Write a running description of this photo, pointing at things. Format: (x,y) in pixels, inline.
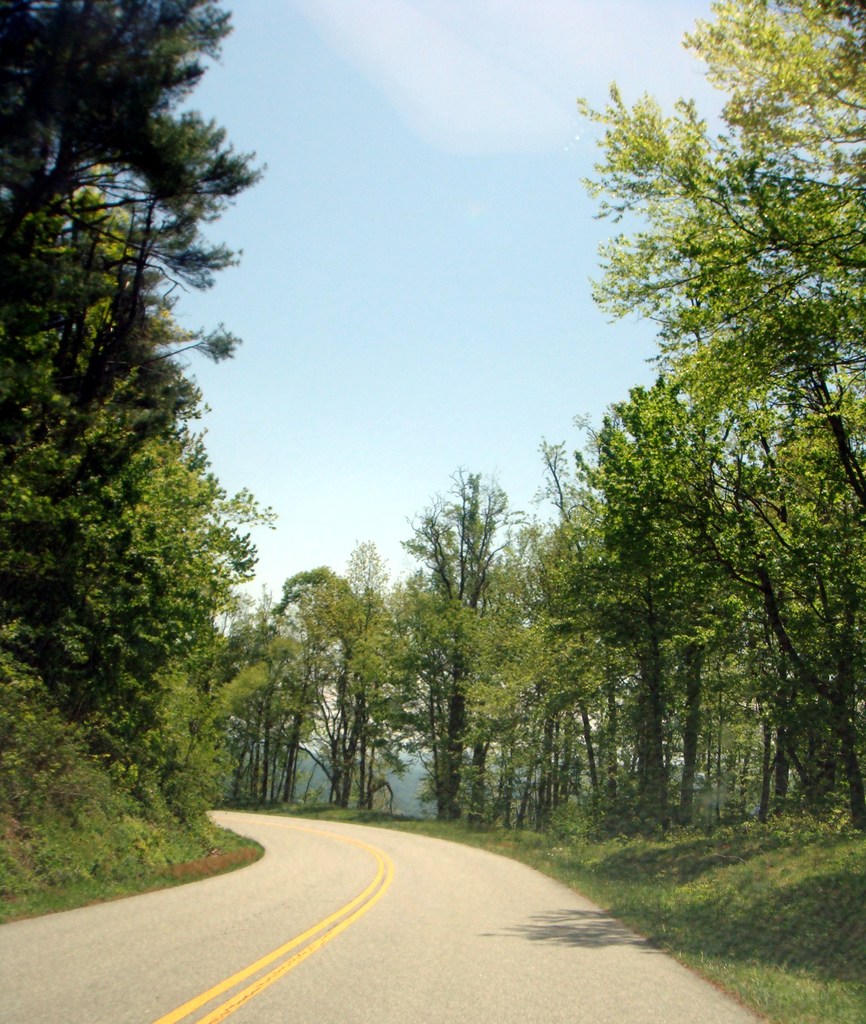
At the bottom of the image (485,943) we can see road (296,870) and grass (795,861). In the middle of the image (546,683) we can see some trees (815,232). At the top of the image (275,309) we can see some clouds (632,6) in the sky (468,366).
